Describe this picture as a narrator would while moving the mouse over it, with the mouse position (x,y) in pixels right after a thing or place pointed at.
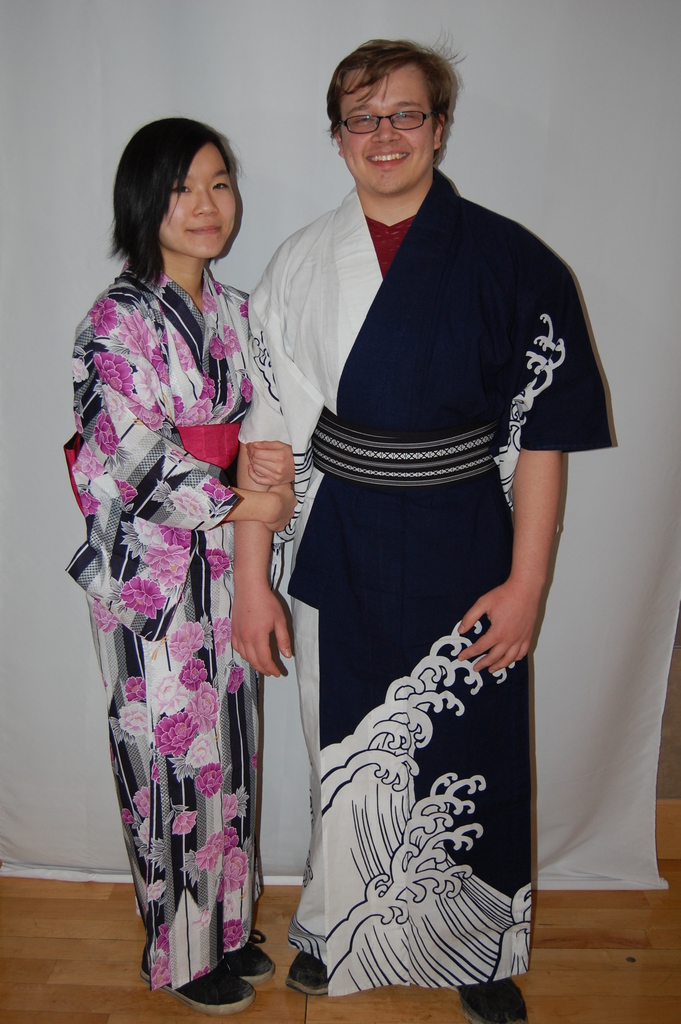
In this picture there is a man (415,66) who is wearing spectacle (401,111), black dress (384,310). Beside him we can see women (187,839) who is wearing a flower dress (158,448). Both of them are standing near to the white cloth (642,784). At the bottom (259,1020) we can see wooden floor (287,1014).
